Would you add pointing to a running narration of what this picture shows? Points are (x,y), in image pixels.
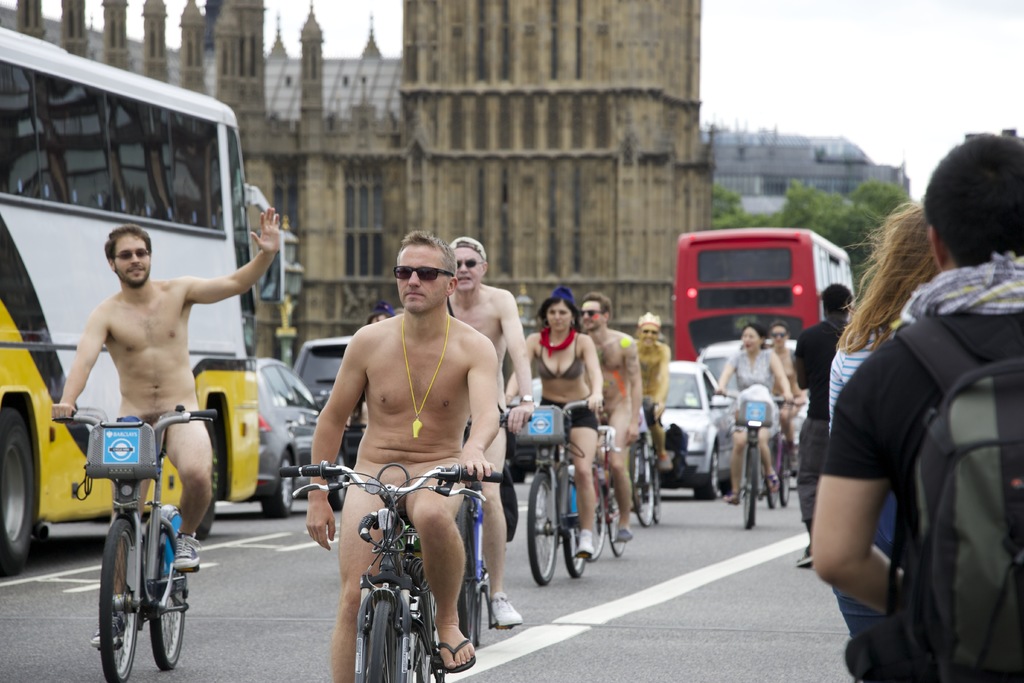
In this picture there are group of people (366,401), it seems to be a view of road (608,585) and all are cycling on the road (648,565), there are buildings (242,47) at the back side of the image (630,133), there is a bus (42,105) at the left side of the image (1,185) and there is a group of people (1014,149) those who are walking at the right side of the image (890,296).
